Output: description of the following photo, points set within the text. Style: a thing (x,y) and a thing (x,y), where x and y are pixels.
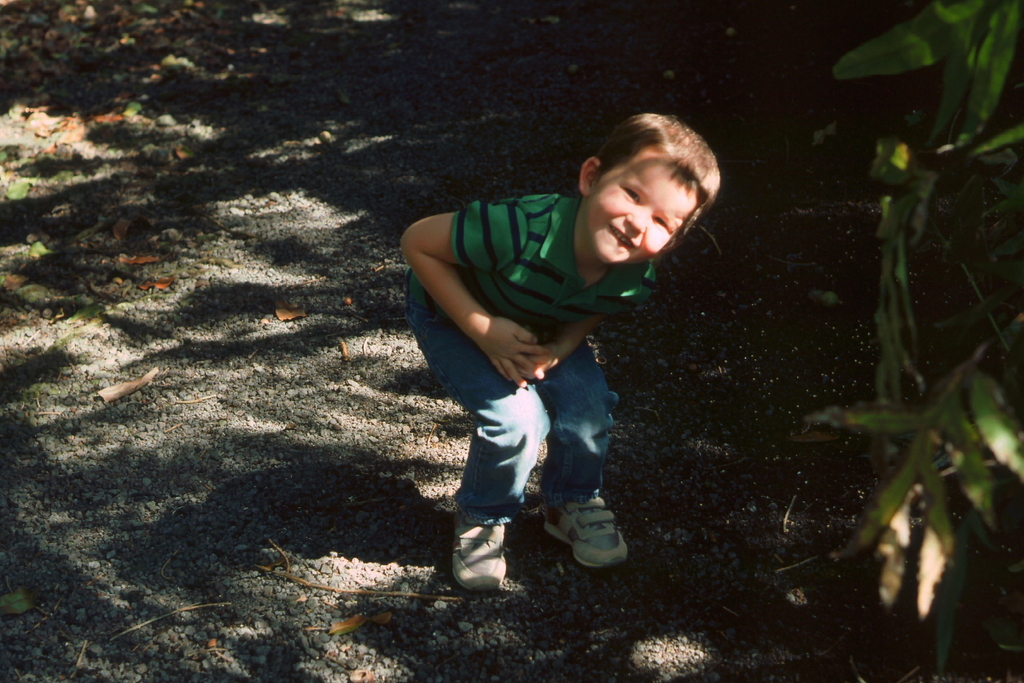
In this image we can see a boy (558,291) standing on the ground (420,528) with a smile. On the right side (940,54) there is a tree (973,314).
